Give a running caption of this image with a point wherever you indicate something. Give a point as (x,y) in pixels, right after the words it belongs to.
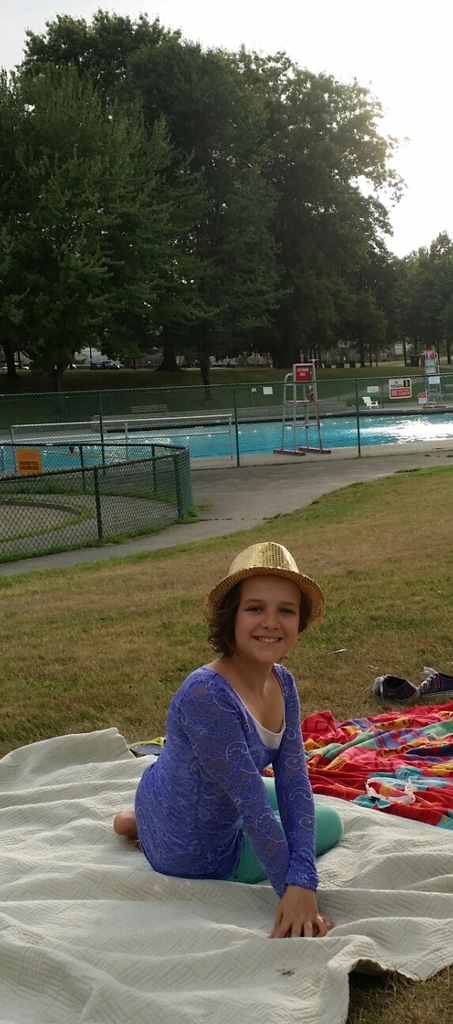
In this image in the foreground (226,849) there is one girl (249,699) who is sitting and she is wearing a hat (277,549), and at the bottom (85,877) there are some blankets (350,836) on the grass (165,643). And in the background (60,519) there is a swimming pool (76,436) and a fence (178,473) and some trees (203,257).
